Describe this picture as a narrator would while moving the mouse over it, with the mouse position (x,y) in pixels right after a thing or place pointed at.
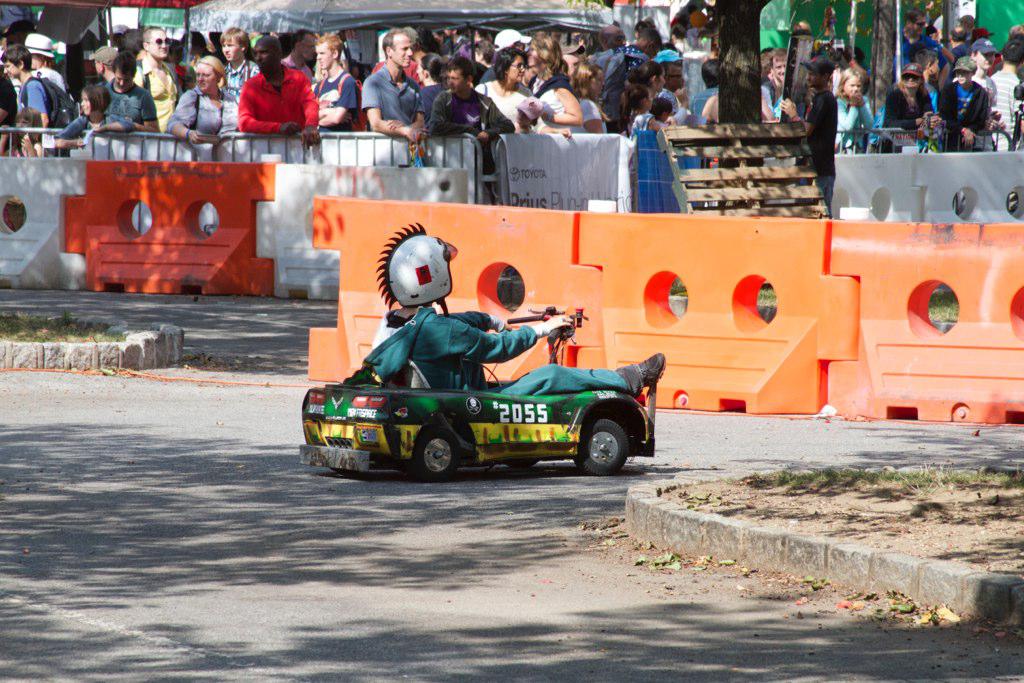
In this picture there is a person (436,370) riding vehicle (587,424) on the road (467,482). At the back (441,95) there are group of people (450,126) standing behind the railing (442,167) and there are tents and there is a tree (754,86). In the foreground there are objects (580,294) on the road (87,391). At the bottom (113,526) there is a road (104,448) and there is grass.
